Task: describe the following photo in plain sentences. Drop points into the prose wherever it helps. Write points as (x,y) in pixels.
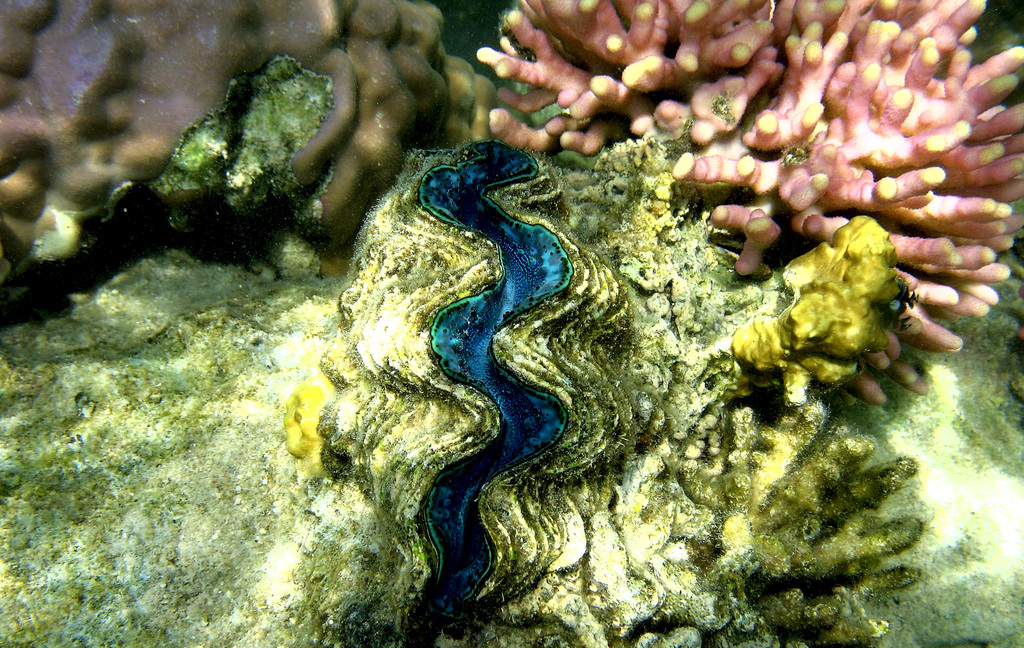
In this image I can see few sea plants (710,116).
